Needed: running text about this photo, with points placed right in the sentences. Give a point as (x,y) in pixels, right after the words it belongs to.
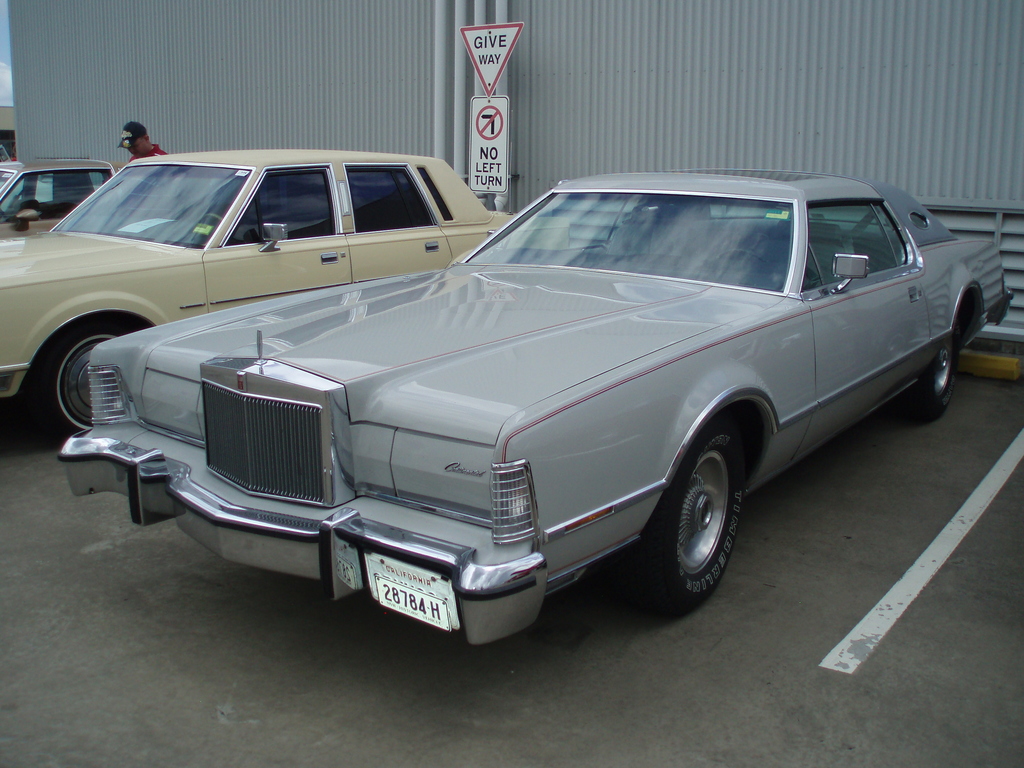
In this image there are cars (249,298) in the center (438,424) and there is a person (136,152) standing. In the background (234,75) there is an object (652,96) which is grey in colour and in front of the object (522,81) there is a sign board (487,55) with some text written on it.
